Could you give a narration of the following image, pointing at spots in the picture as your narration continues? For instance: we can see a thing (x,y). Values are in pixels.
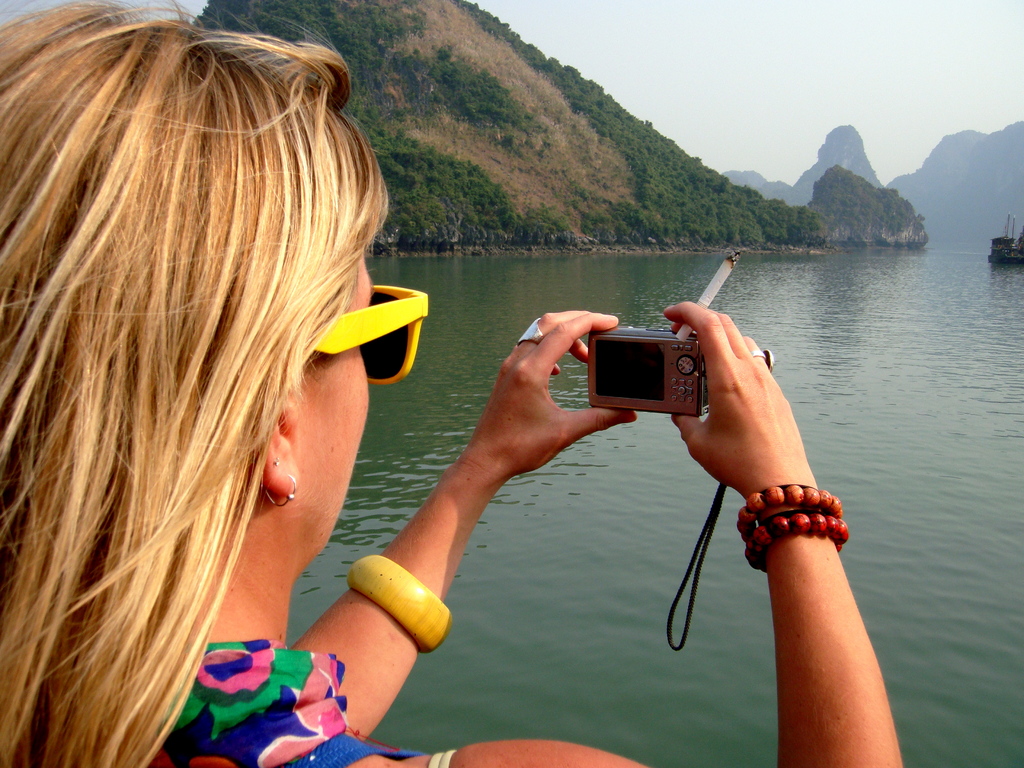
In the image we can see there is a woman (230,565) who is standing and holding camera (652,360) and cigarette (723,283) in her hand (693,327) and in front of her there is a river (890,365).
